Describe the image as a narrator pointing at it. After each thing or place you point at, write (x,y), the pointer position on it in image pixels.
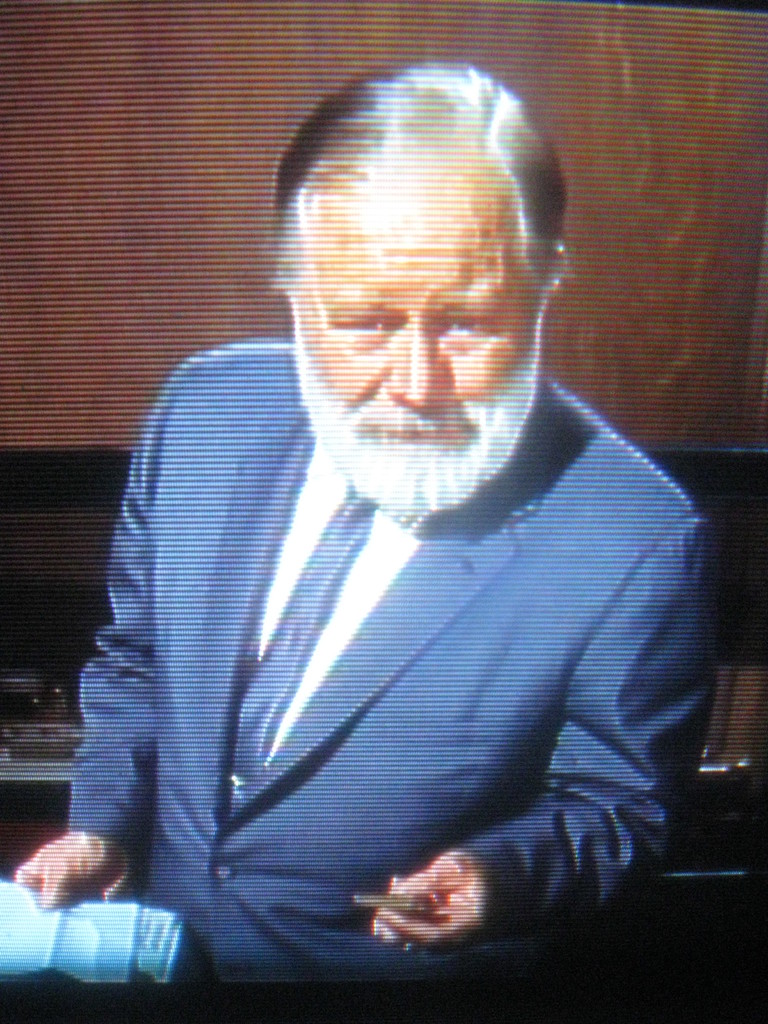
In this image, we can see a person (496,445) wearing clothes (242,617) and holding objects (84,937) with his hands (456,914).
